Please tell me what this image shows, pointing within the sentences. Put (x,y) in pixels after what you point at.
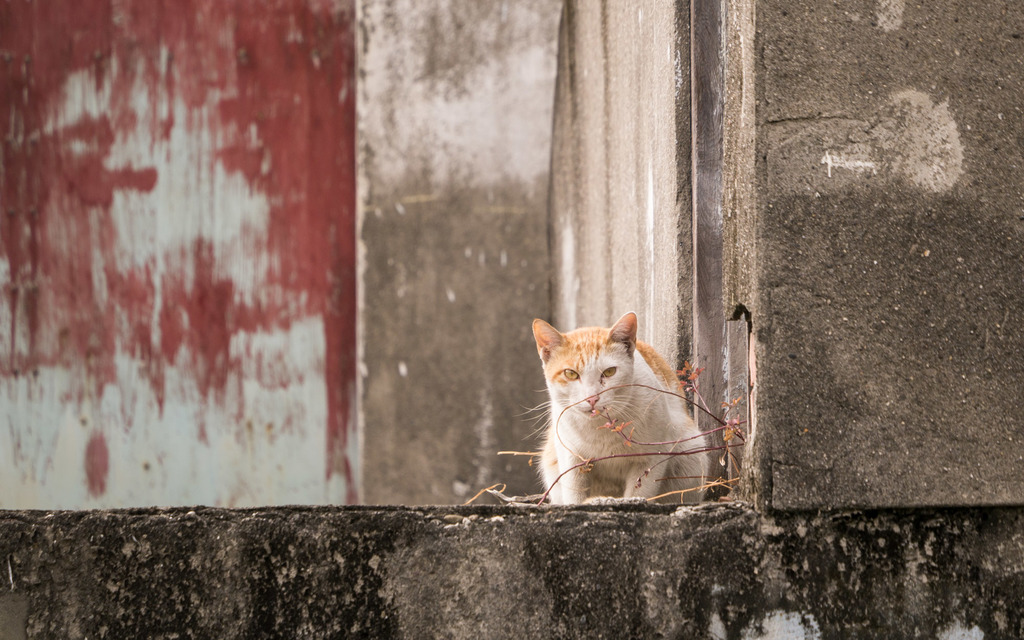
In this image I can see few stems (725,432) on the right side (690,482) and near it I can see a cream and white colour cat (644,450). In the background (162,150) I can see red paint (339,386) on the wall (480,255).
